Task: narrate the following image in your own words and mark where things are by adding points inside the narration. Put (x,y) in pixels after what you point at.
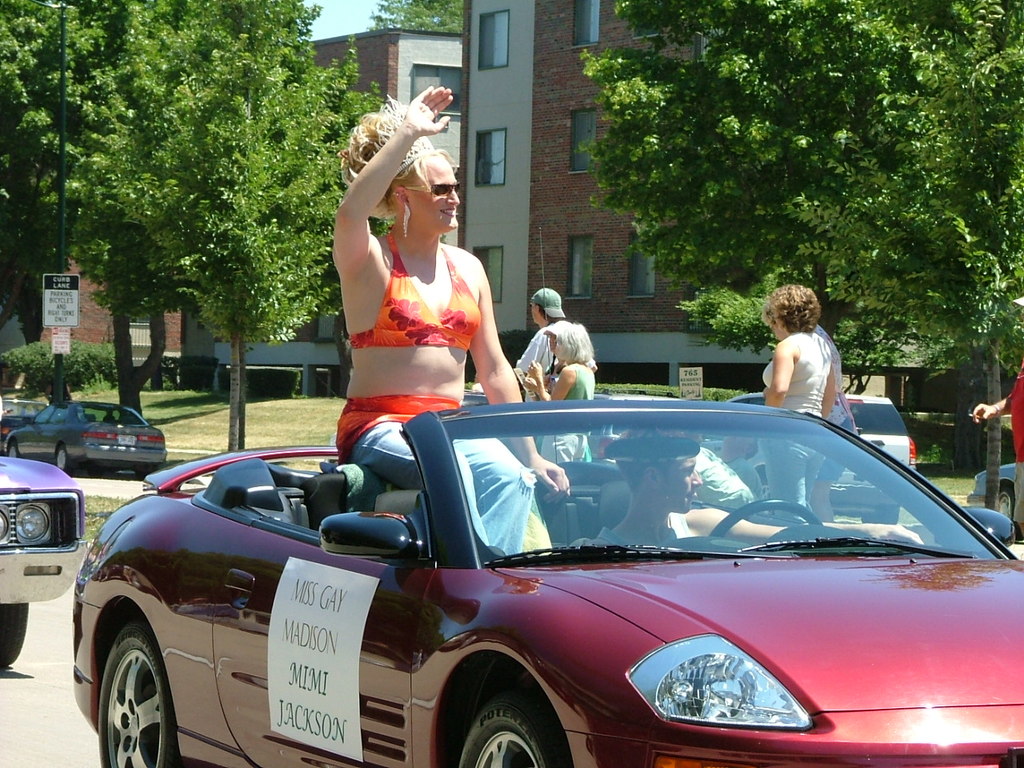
This picture is clicked outside the city. Here, we see a car (625,563) which is moving on road (65,599). In car (616,482), we see women (378,446) in orange dress (350,444) is sitting on top of the car (494,428). Behind that, we see two cars (66,450) moving on the road (126,481) and on right corner of picture (803,373), we see people (826,338) walking on road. Behind them, we see trees (993,103) and buildings (515,166).
